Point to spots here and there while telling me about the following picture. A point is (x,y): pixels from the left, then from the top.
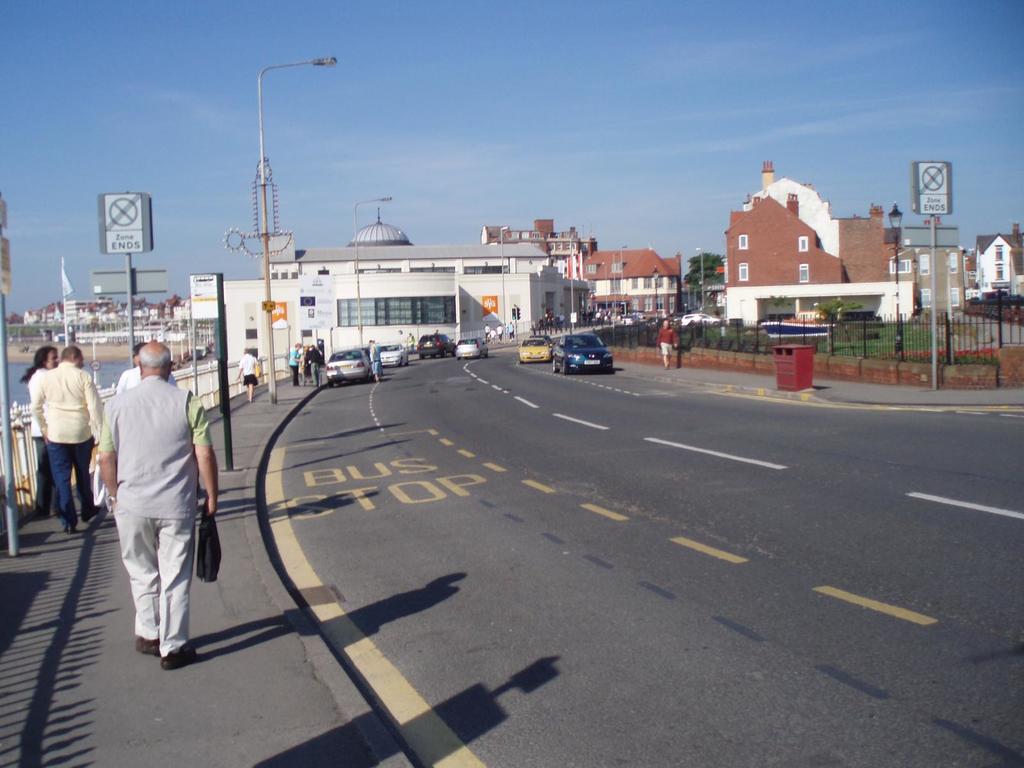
In the center of the image (566,359) there are vehicles (540,361) on the road (486,436). On the right side of the image (946,210) we can see sign boards (937,234), dustbin (793,362), person (660,337), trees (837,309) and buildings (827,269). On the left side of the image (309,299) we can see buildings (361,277), sign boards (151,271), persons (76,390) and water (16,391). In the background (22,124) we can see buildings (772,258), trees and sky (326,106).
